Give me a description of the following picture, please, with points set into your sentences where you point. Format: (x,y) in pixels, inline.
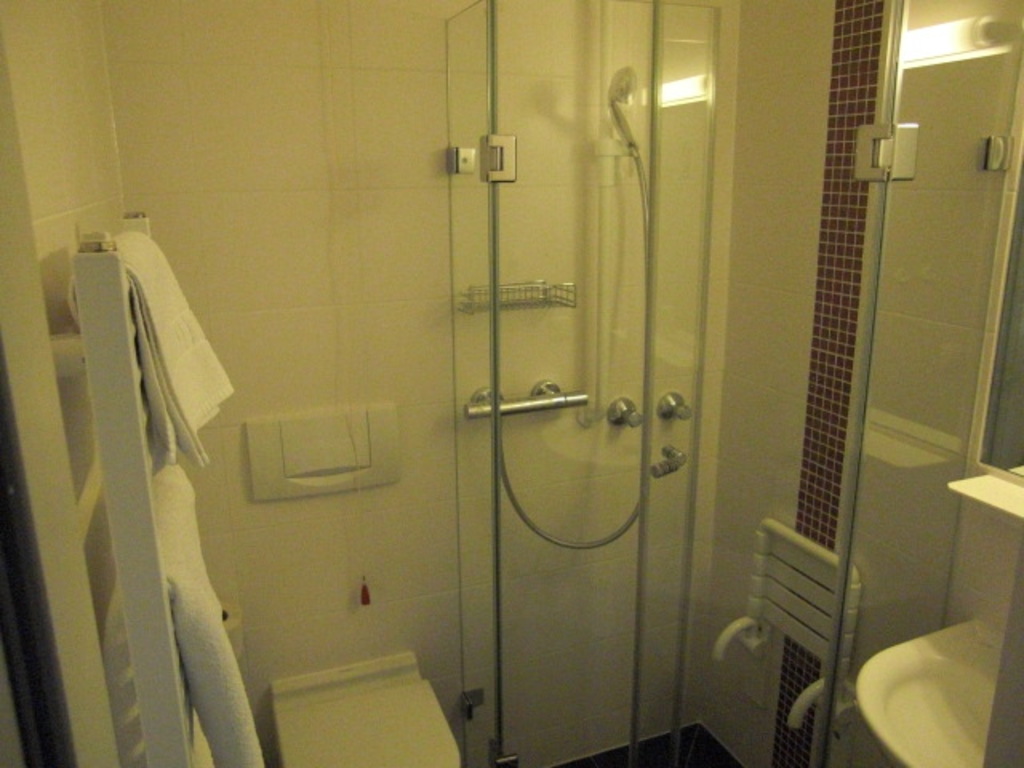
In this image there is a bathroom (601,362), there is a toilet (379,726) truncated towards the bottom of the image (368,734), there is a sink (919,706), there are towels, there is a towel (230,708) truncated towards the bottom of the image (230,725), there is an object (164,667) truncated towards the bottom of the image (154,630), there is a shower (614,105), there is the wall (590,208) truncated towards the top of the image (325,169), there are objects (333,441) on the wall (423,375), there is the wall (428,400) truncated towards the left of the image (34,249), there is an object (37,598) truncated towards the left of the image (26,623), there is an object (1011,669) truncated towards the right of the image (1004,696).
